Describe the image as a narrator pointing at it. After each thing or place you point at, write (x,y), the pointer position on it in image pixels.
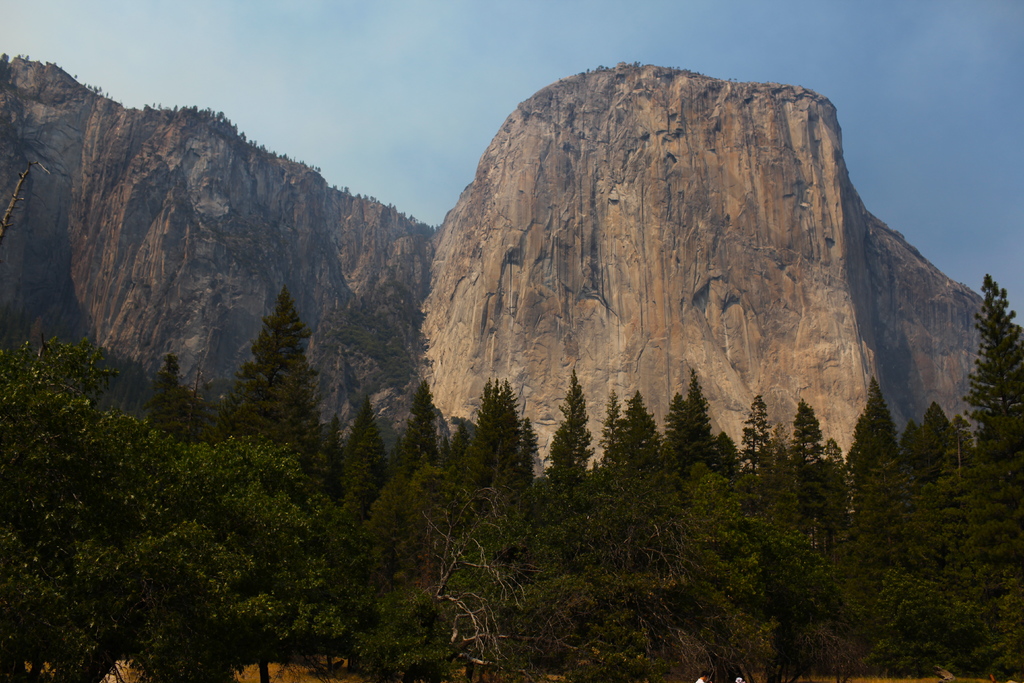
In the image there are trees (448,588) in the front (676,598), followed by mountains (529,251) over the back (810,216) and above its sky (364,53).
